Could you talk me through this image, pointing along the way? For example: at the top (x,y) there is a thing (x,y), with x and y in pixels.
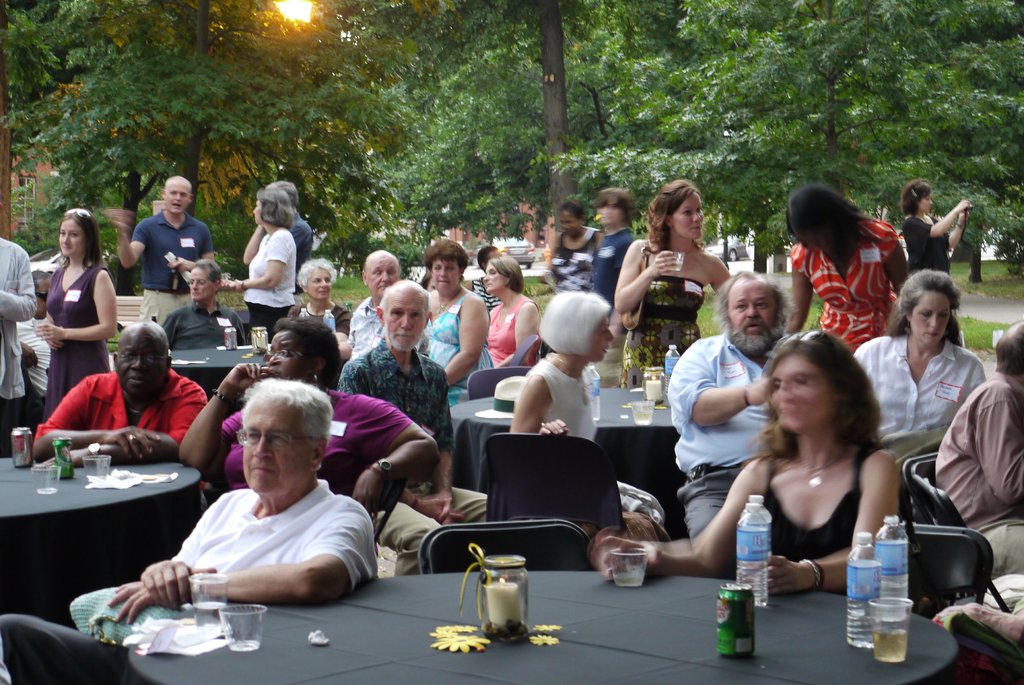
In this picture there are several people (353,327) sitting on the black table (616,467) and glasses (632,553), water bottles (753,556) on top of it. In the background (281,261) we observe few people (268,262) standing. There are also dense trees (234,98) in the background (490,93).
